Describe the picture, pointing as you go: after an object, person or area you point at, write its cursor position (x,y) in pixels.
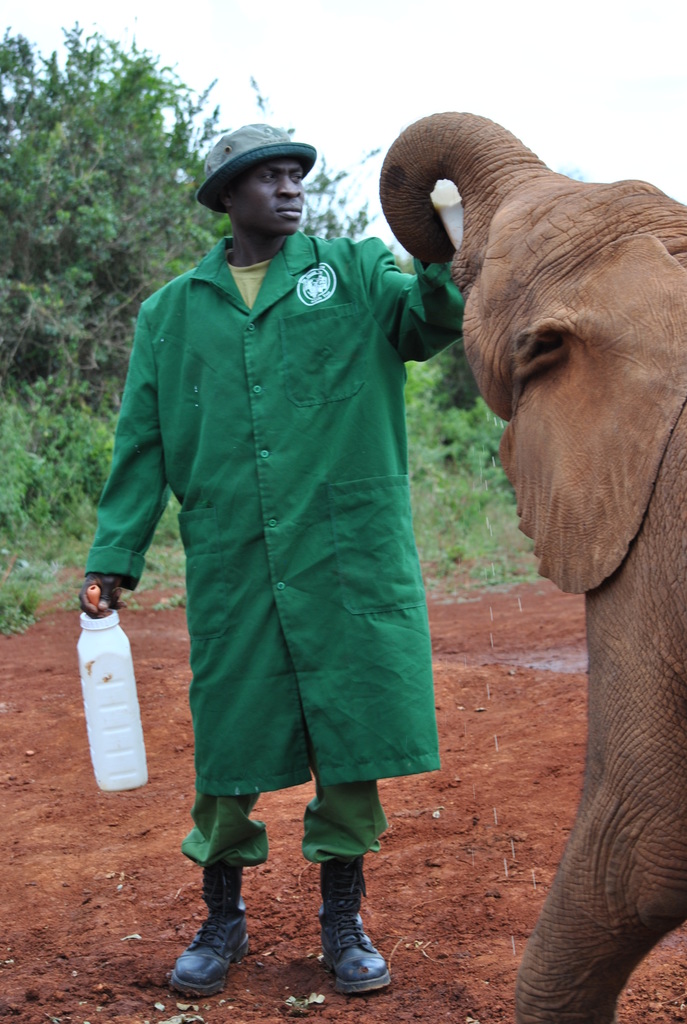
In this picture we can see a man (205,556) standing and holding a bottle (122,729), on the right side (640,636) there is an elephant (651,624), a man (278,305) wore a cap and shoes (237,928), in the background (112,378) we can see trees (125,232), there is sky (275,98) at the top of the picture (307,91).
